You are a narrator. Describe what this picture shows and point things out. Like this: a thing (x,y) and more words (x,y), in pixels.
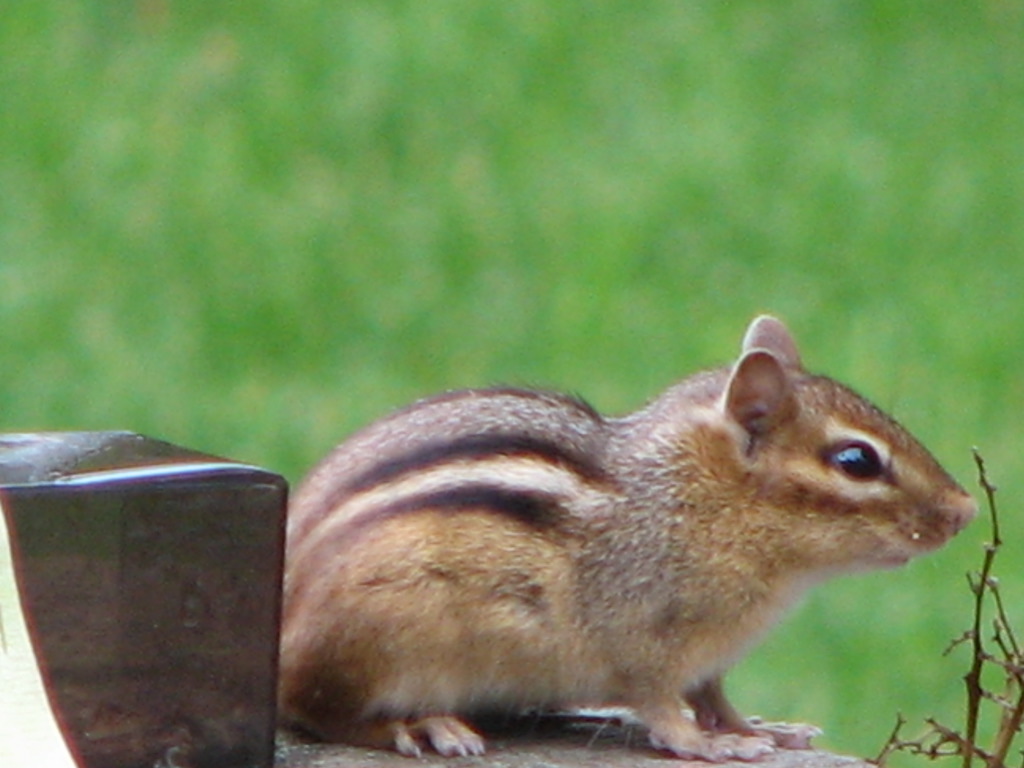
In this image there is a squirrel (459,623) on a surface (313,749), beside that there is an object (133,555), in the background (164,197) it is blurred.
